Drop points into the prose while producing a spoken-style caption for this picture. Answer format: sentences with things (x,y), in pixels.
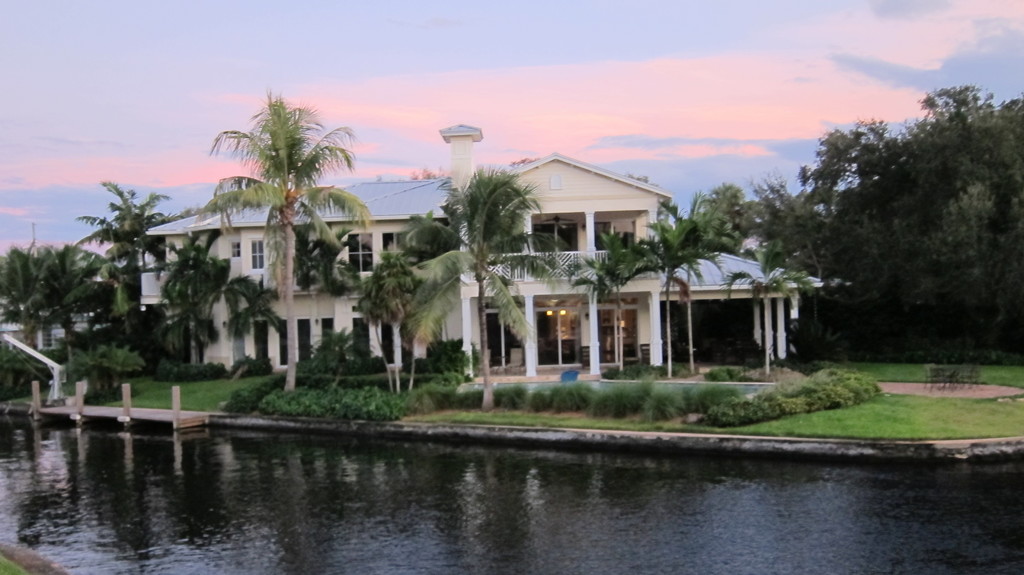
There is water (792,513), grass (660,422), trees (77,302) and a white building (580,245).
